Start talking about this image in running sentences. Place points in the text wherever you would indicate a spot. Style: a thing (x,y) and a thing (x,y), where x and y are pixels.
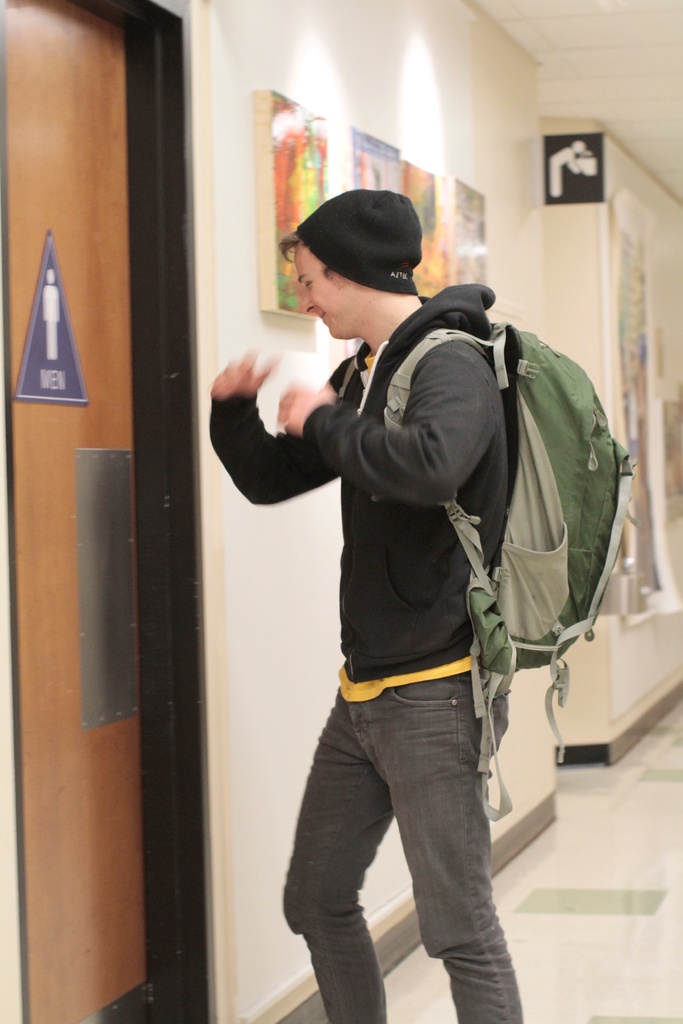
A man (436,525) standing wearing a bag (416,351) and cap (392,253). He is in front of the door (52,421) on which a sign (49,299) indicating men. In the background (582,180), there is a signboard (562,164), wall (436,50), roof (579,84), floor (565,893) and posters (461,222).
